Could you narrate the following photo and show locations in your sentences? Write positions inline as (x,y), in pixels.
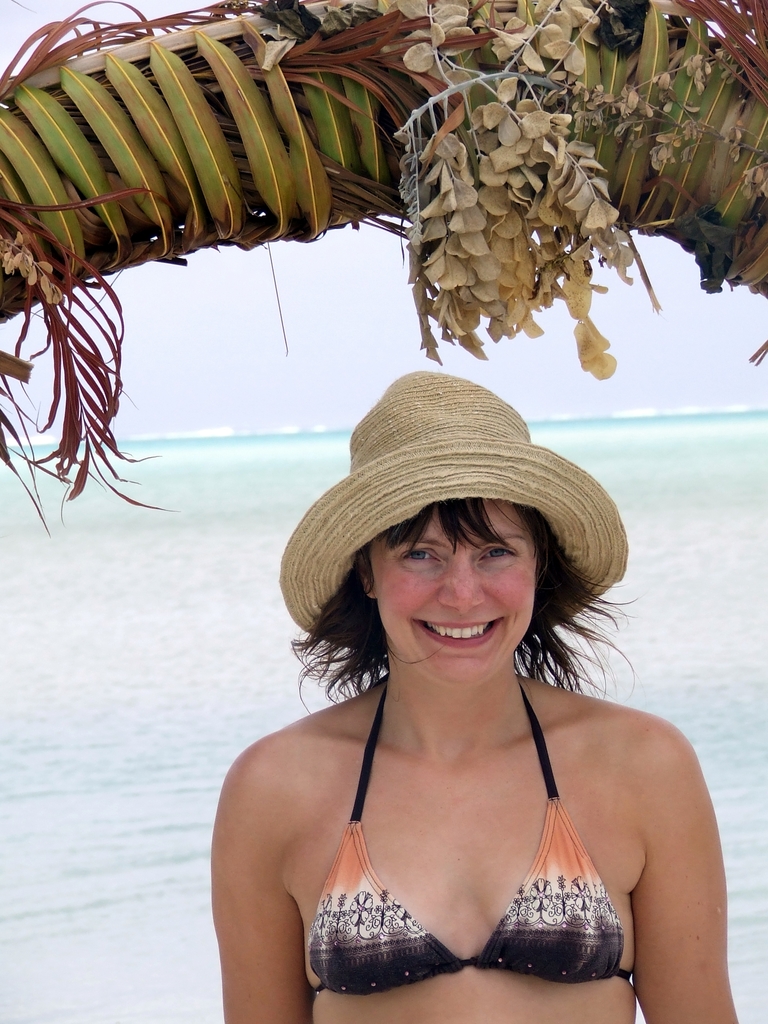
In the image there is a woman (463,829) standing in front of a beach (100,622), she is smiling and she is also wearing a hat (428,480), there is a tree branch (492,173) above her head (450,569).
